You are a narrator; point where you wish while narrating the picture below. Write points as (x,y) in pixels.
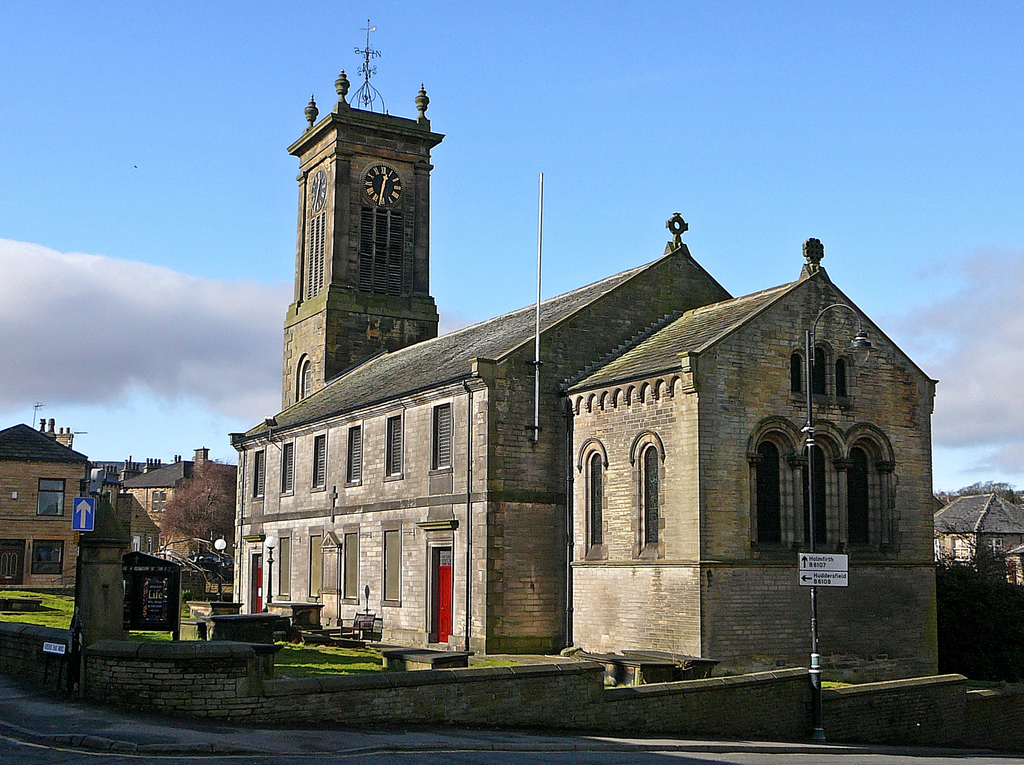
In this image we can see the clock tower (420,310), buildings (547,507), poles (854,345), grass (50,601) and in the background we can see the sky (93,23).
